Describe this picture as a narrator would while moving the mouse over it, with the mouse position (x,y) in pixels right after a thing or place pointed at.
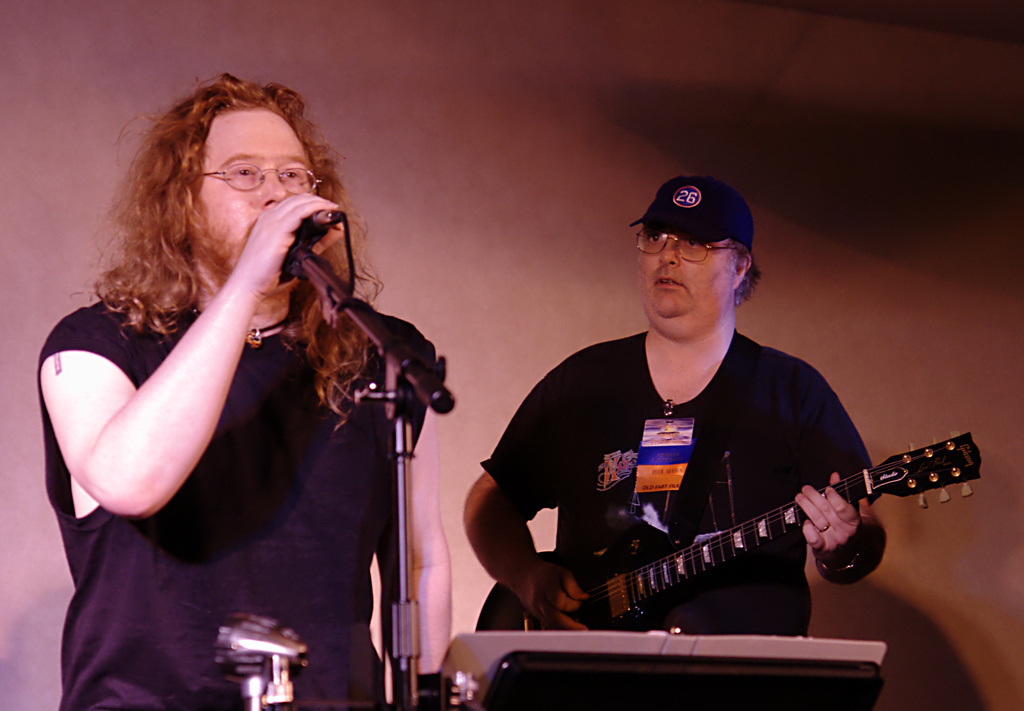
In this image i can see 2 persons (253,433) wearing black t shirt (259,475) are standing. The person (253,555) on the left side (258,577) is holding a microphone (294,259) and the person (608,466) on the right side (742,468) is wearing a cap (705,233) and holding a guitar (606,554) in his hand (530,591). In the background (507,208) i can see the wall (444,174).
